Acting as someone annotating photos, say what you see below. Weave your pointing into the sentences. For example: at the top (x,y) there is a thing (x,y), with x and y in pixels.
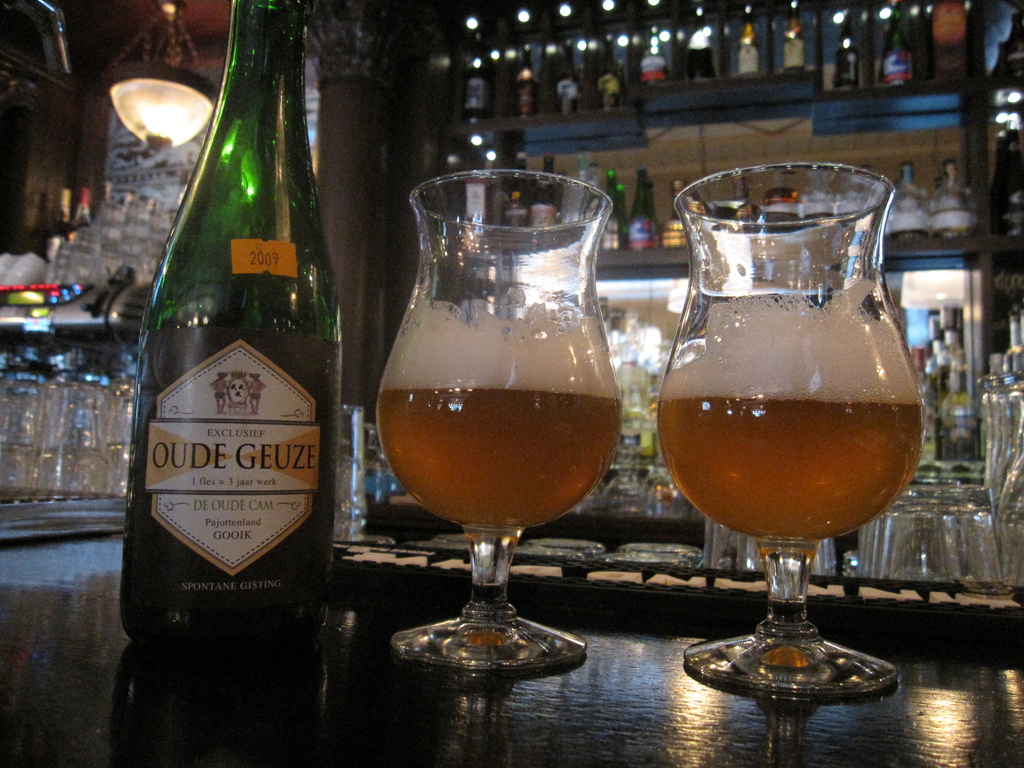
There is a bottle (234,425), two wine glasses (527,501) are on the table (328,672). There is a logo (217,438) on the bottle (253,436). In the background (928,531) there are lot of glasses (903,497), bottles (607,65) and many racks (662,186).
